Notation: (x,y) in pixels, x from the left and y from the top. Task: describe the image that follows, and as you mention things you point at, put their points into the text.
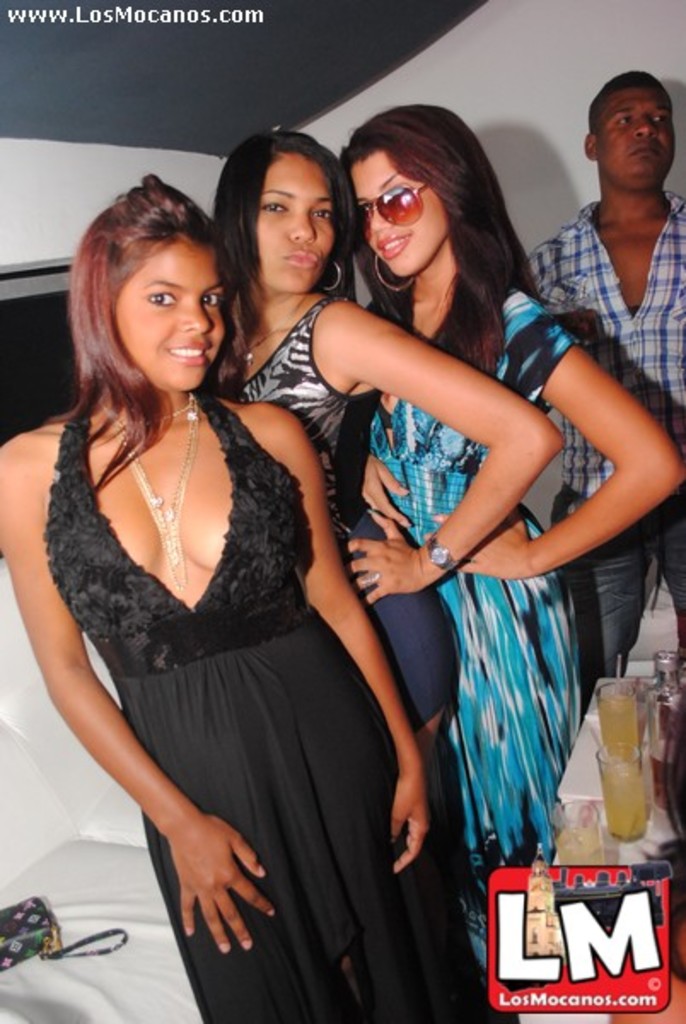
In this image I see 3 women (355,543) and a man (617,622) over here and I see that these 2 women (365,212) are smiling and I see that this man (658,232) is wearing a shirt (608,332) which is of white and blue in color and I see glasses (620,814) over here and I see the bag (36,900) on this white color thing (81,845) and I see the watermark (535,1005). In the background (357,124) I see the wall (342,133).
